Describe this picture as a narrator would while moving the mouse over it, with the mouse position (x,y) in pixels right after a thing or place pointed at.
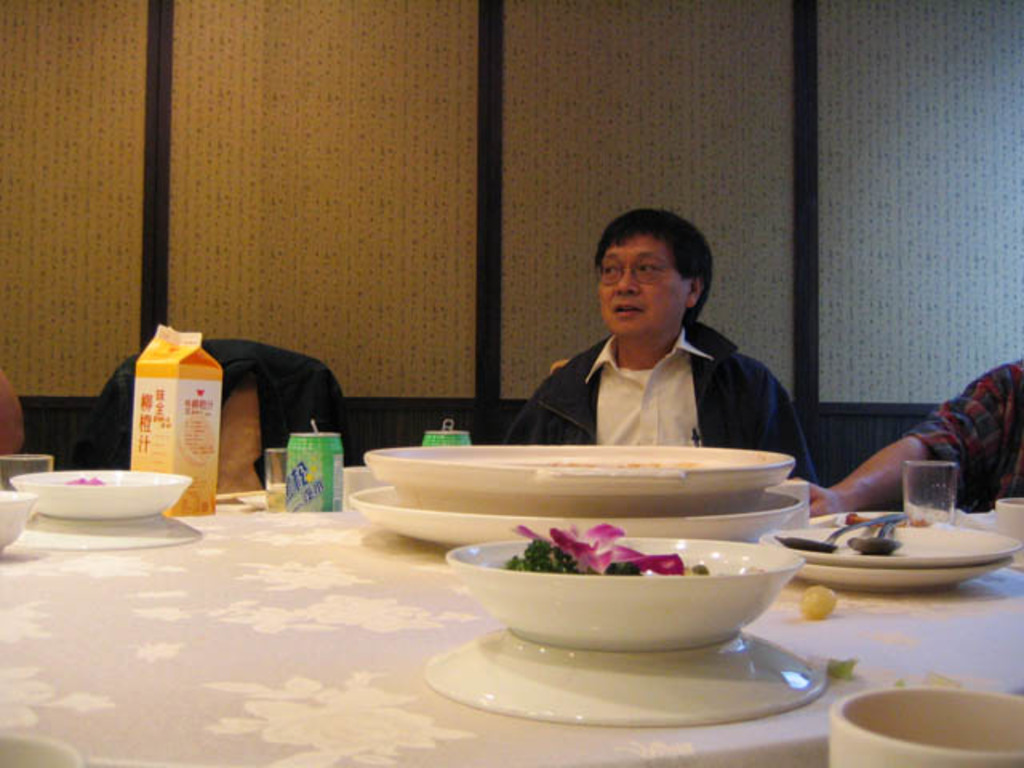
In this image we can see two persons (747,394) are sitting on the chair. There is a jacket (274,399) on the chair (231,442). There are many food products (189,472) and utensils (280,482) placed on the table (368,639).
